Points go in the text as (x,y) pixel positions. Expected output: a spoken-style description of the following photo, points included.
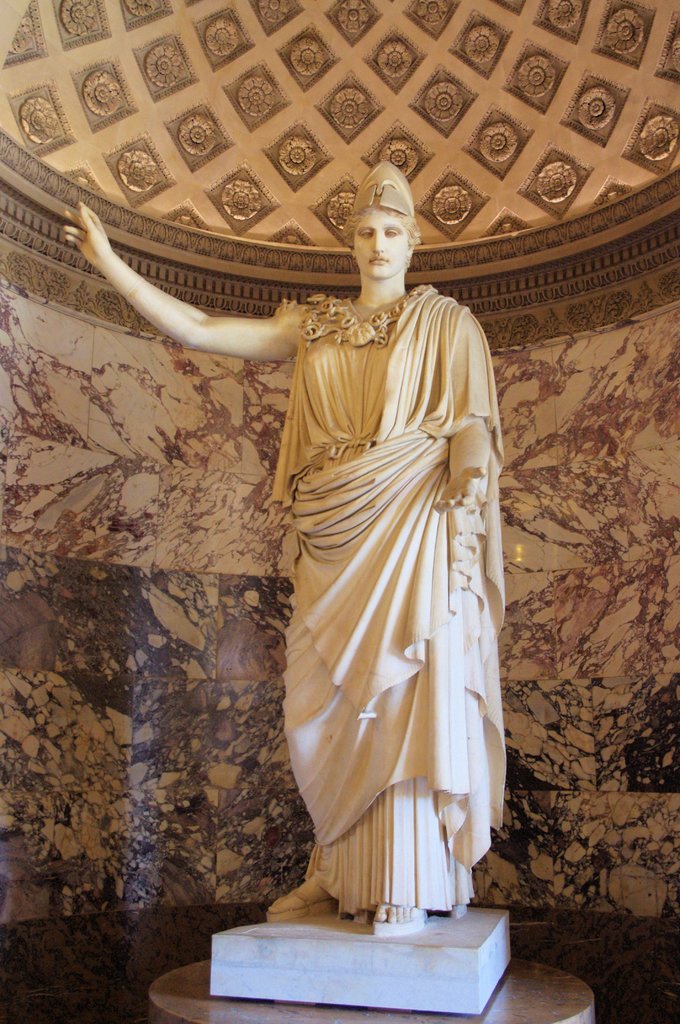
In this image there is a sculpture (349,628) of a person (349,599) standing. Behind it there is a wall (261,491). At the top (275,97) there is a ceiling (223,129).
